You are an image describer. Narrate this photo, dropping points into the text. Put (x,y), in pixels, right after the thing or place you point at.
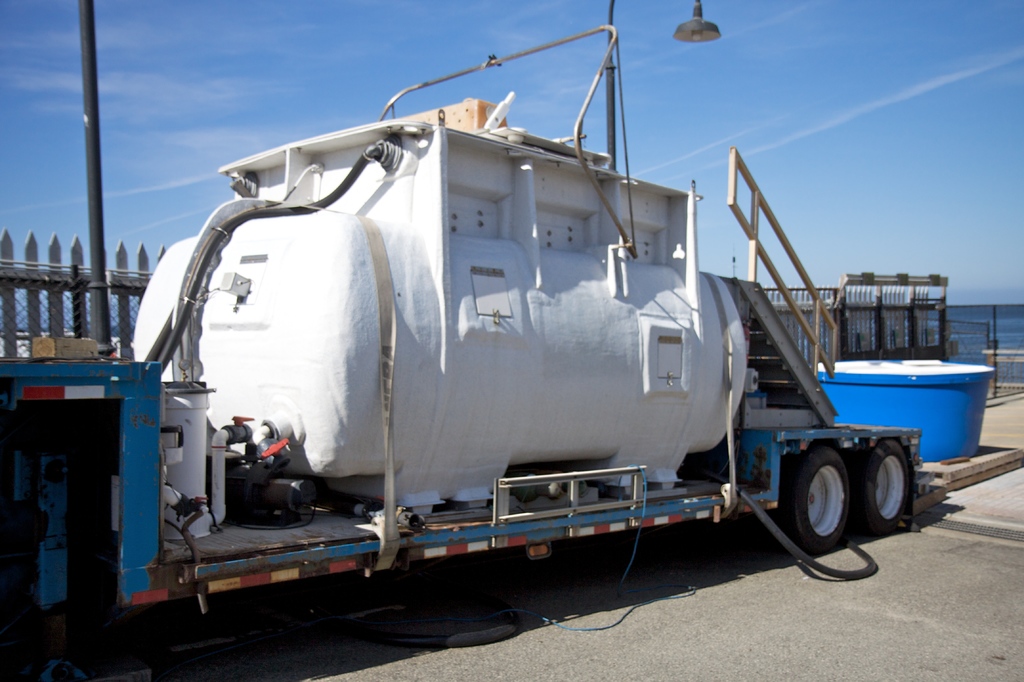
This is an outside view. Here I can see a white color object (326,364) which seems to be a tank (447,407) is placed on a truck (777,434). On the right side (908,384) there is a blue color object (913,387). In the background (62,277) there is a fencing (74,254) and poles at the top of the image (903,109) I can see the sky (902,75).
